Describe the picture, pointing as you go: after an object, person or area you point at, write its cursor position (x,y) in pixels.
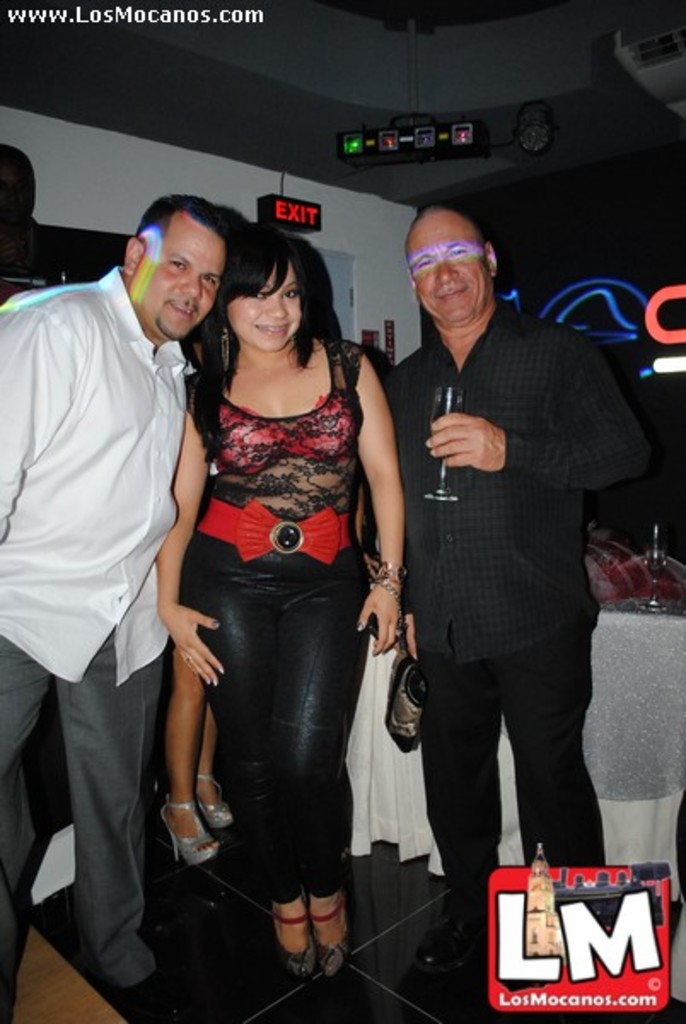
In this picture we can see two men (431,527) and one woman (300,449) in the middle (300,392), standing and giving a pose to the camera. Behind there is a screen (579,265), spot lights (412,157) and white wall (75,194). On the front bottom side we can see the watermark (540,971).
